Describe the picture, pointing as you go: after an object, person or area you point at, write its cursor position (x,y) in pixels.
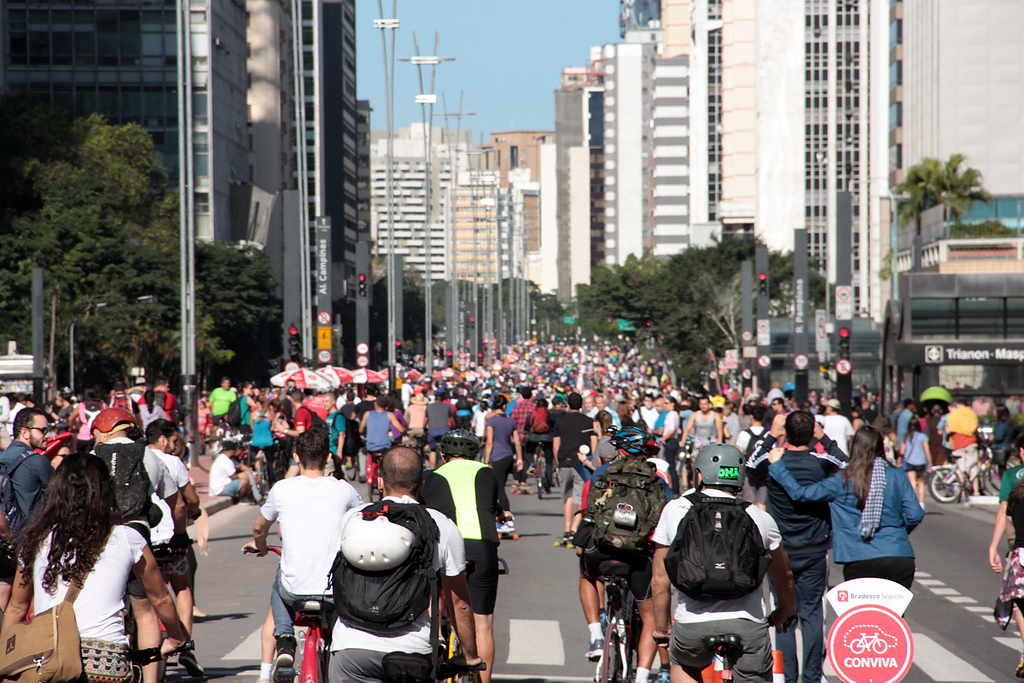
In the picture I can see people (580,526) cycling. On the left (230,151) and right side of the image (774,148) I can see the buildings (246,194), trees (708,298) and current poles (755,287).
